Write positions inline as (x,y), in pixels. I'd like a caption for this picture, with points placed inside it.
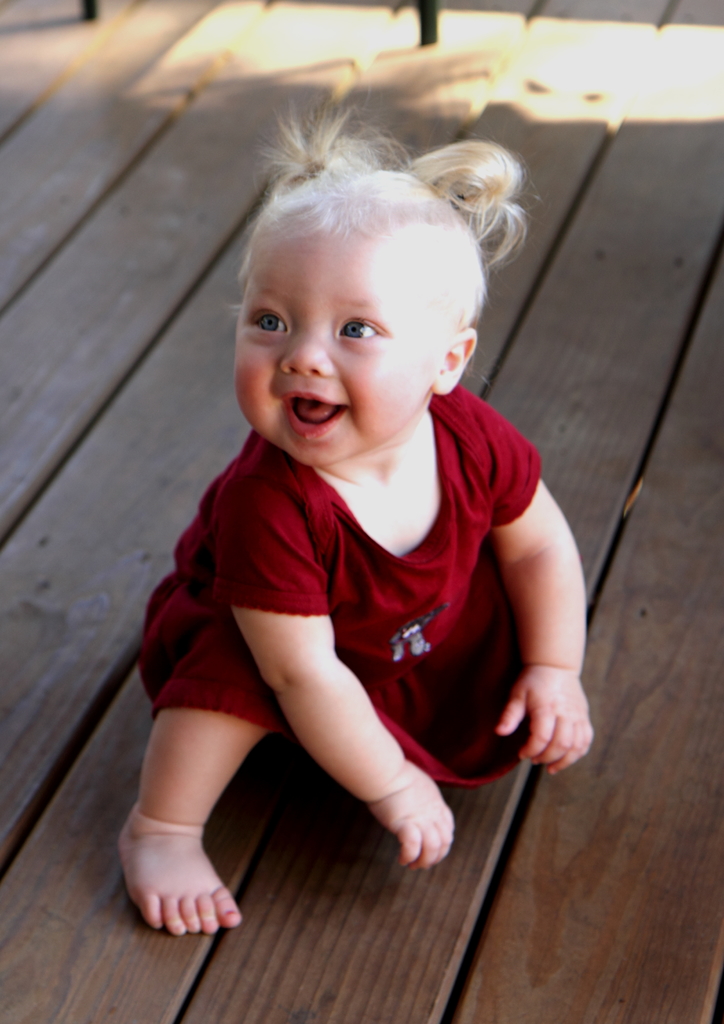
In this image there is a baby girl (369,306) on the wooden platform (371,119).
